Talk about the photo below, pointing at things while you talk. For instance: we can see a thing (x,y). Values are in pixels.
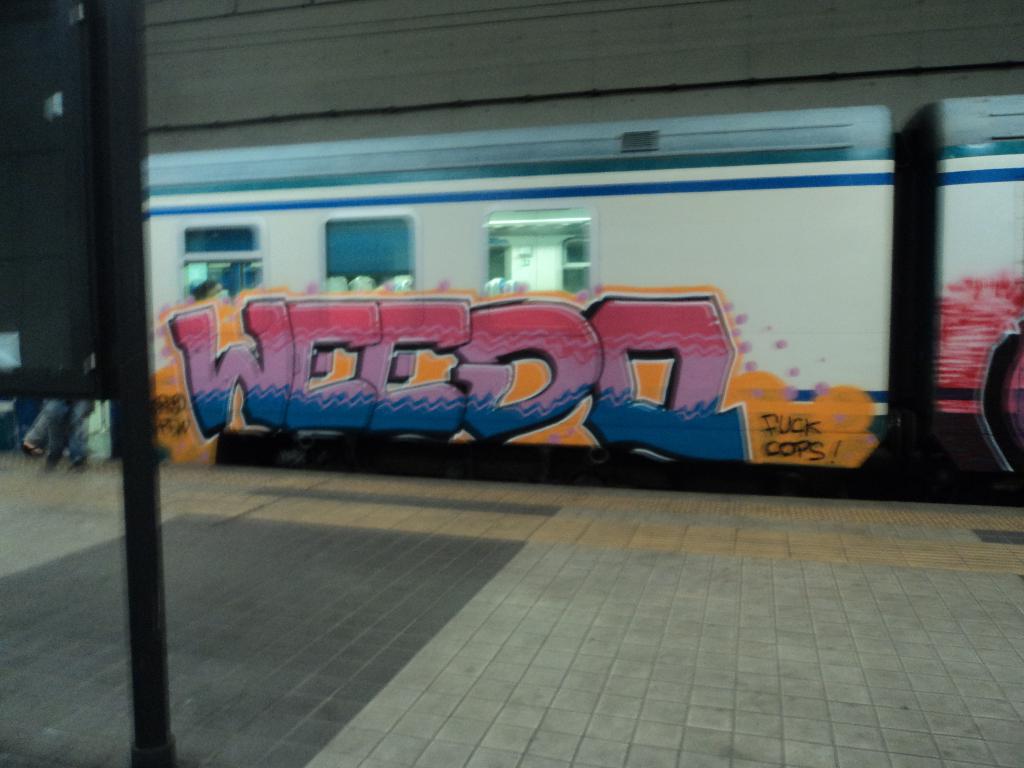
In the picture we can see a train (764,368) on it, we can see some paintings (948,429) and windows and on the platform (212,748) we can see a pole (150,634) which is black in color with some board (74,198) and on the other side we can see a wall kind of thing (728,15).
